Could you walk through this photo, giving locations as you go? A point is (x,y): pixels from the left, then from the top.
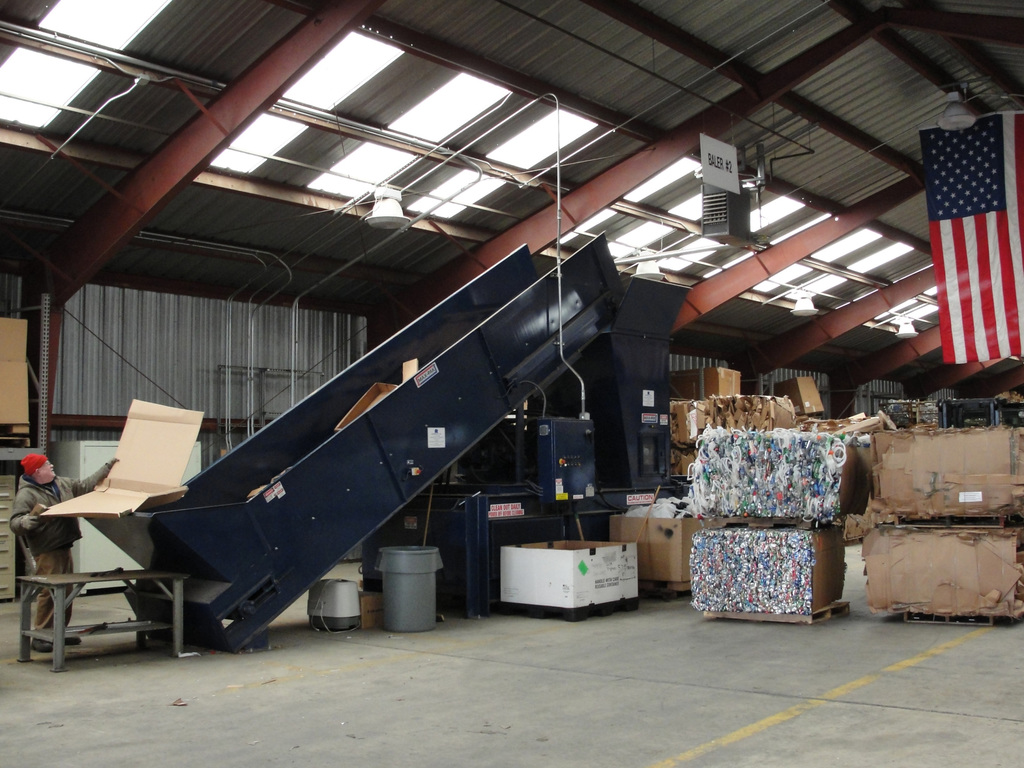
In this picture we can see a person (51,539) is standing and holding a cardboard sheet (103,496). In front of the person (62,502) there is a machine (457,378) and on the right side of the machine (493,418) there are some cardboard sheets (948,535) and some objects (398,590). Behind the person (75,487) there is an iron wall (92,356) and at the top (996,223) there is a flag (980,189) and they are looking like lights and iron rods (713,132).
